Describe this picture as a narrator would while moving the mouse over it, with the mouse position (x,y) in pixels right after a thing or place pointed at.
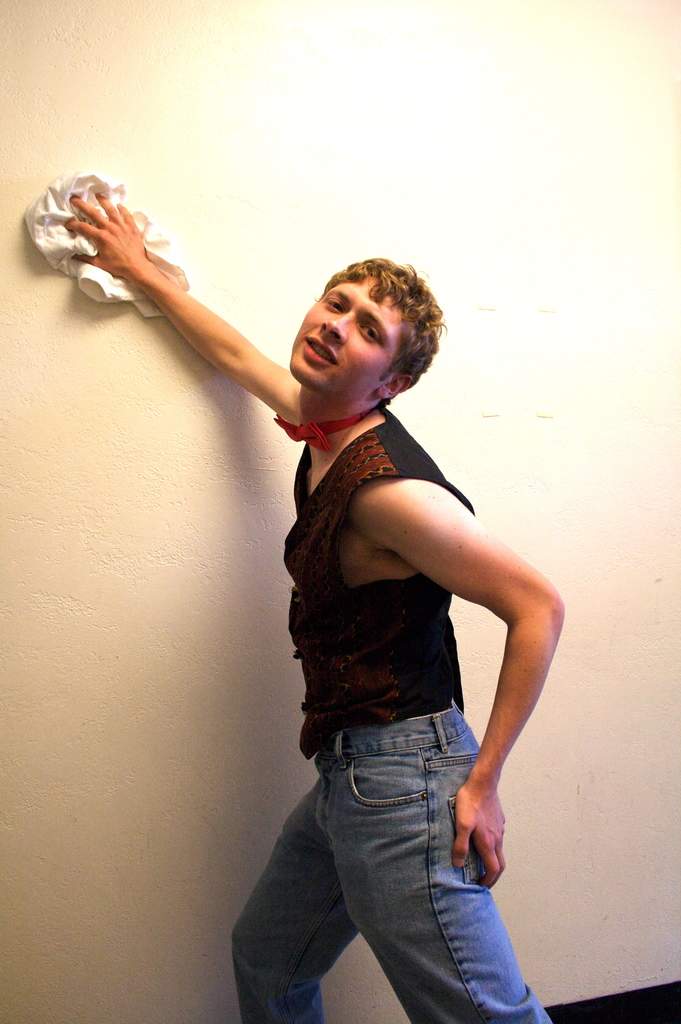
In the middle of the image (280,400) a man (414,364) is standing and holding a cloth (61,213). Beside him there is wall (186,160).
